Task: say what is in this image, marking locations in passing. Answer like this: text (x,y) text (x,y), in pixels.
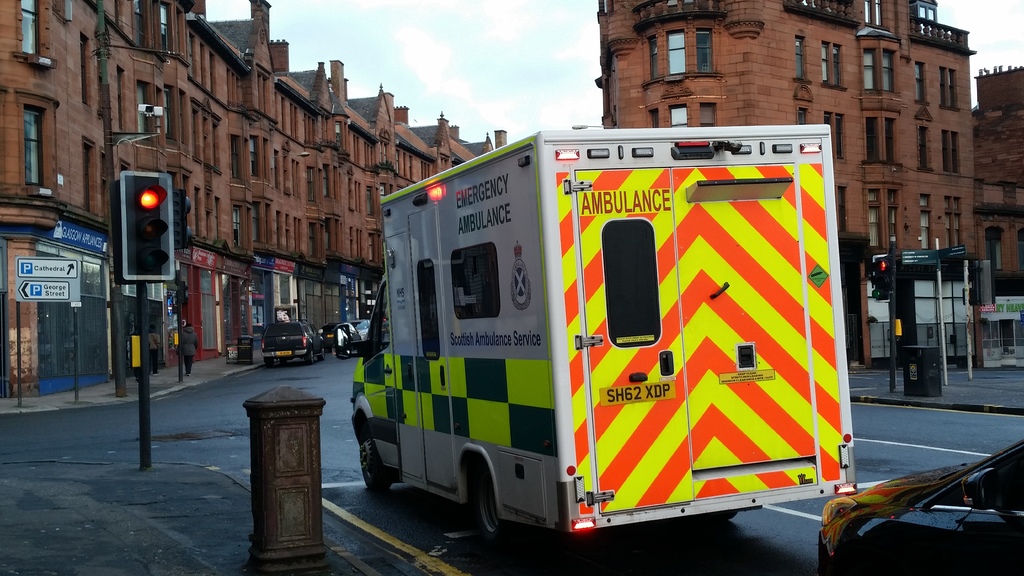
In this image I can see there is an ambulance (693,487), car (997,509) at the signal (164,225) and there are a few poles (154,245) with traffic lights (150,216). There are few buildings (288,138) with windows (239,218) and the sky (435,26) is cloudy.
